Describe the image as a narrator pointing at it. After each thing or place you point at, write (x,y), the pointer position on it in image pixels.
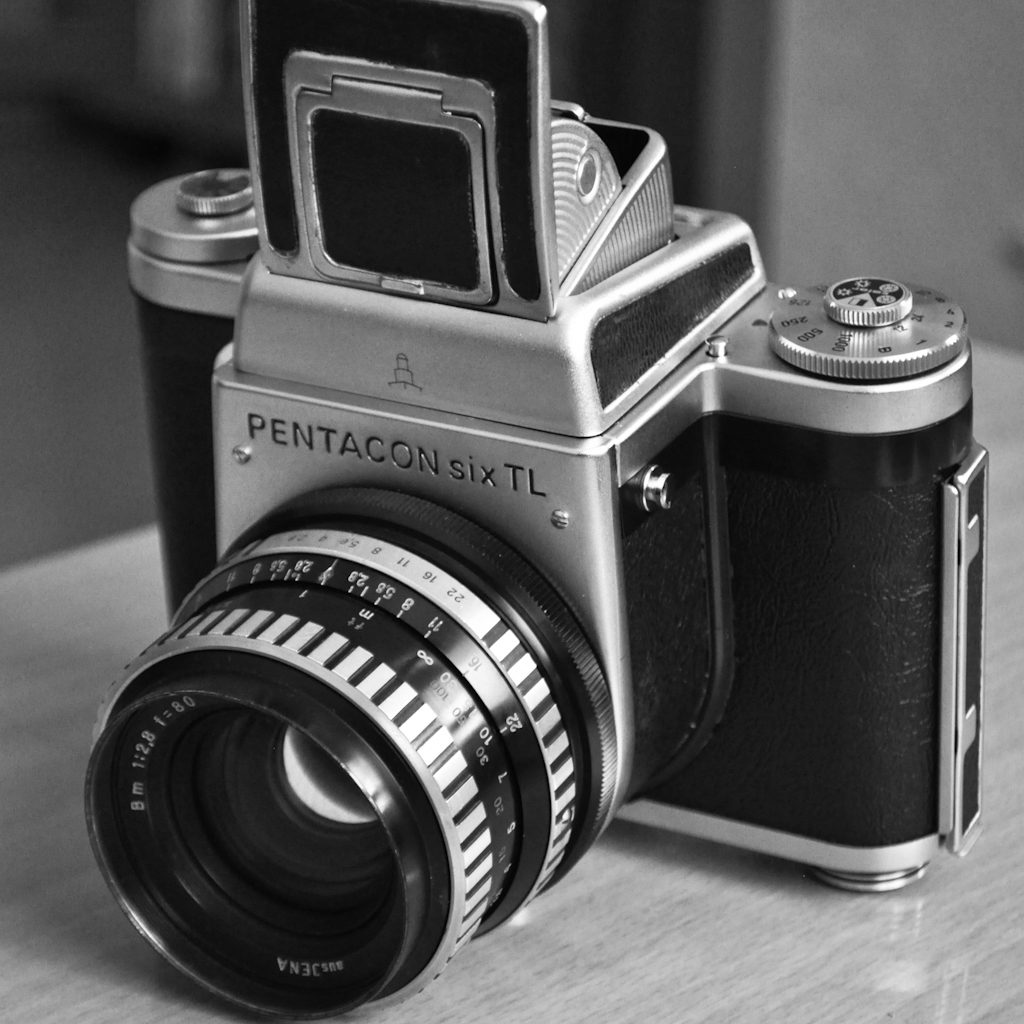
In this image I can see a black and silver colour camera (318,331) in the front (471,667). I can also see something is written on the camera (320,445).
